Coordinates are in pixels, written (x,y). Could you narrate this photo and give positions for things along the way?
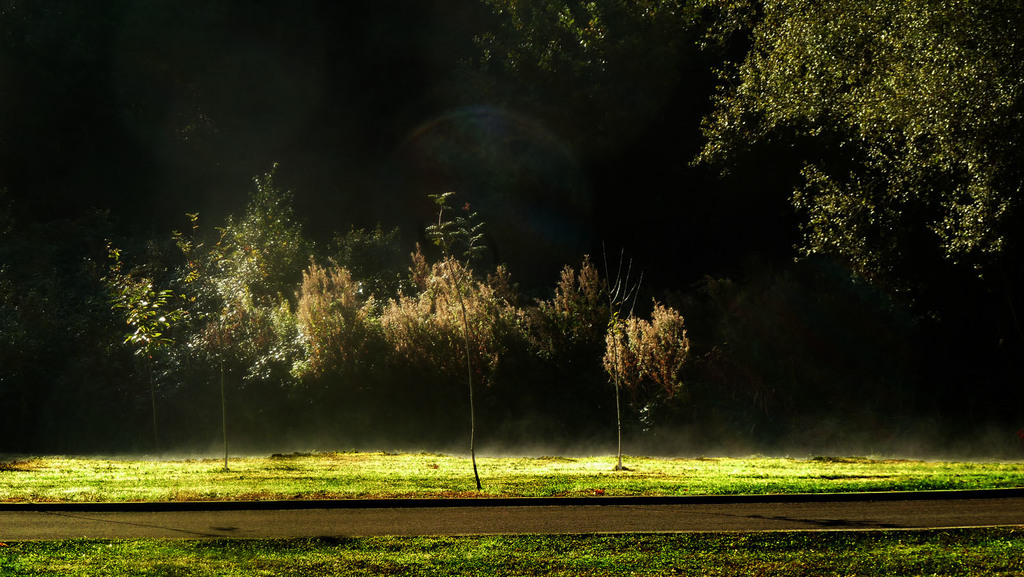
This picture shows few trees (979,116) and we see grass (361,464) on the ground (383,519).
